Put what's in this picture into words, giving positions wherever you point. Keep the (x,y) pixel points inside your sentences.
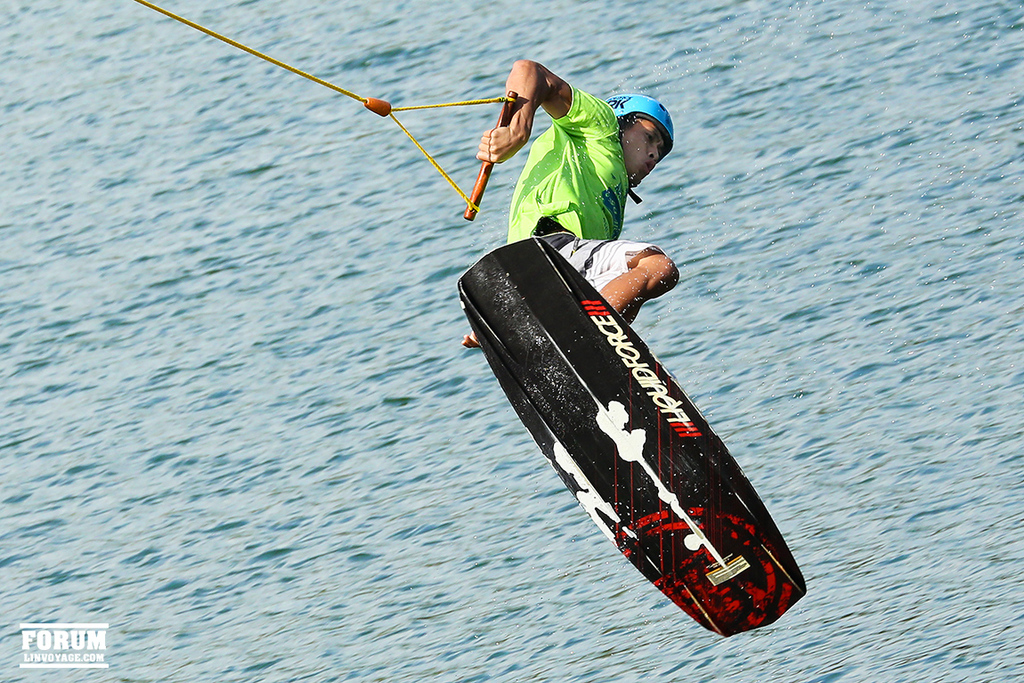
In the center of the image (519,250) there is a person (488,137) on surfboard (699,453) holding a rope (378,105). At the bottom of the image (387,497) there is water (327,483).
